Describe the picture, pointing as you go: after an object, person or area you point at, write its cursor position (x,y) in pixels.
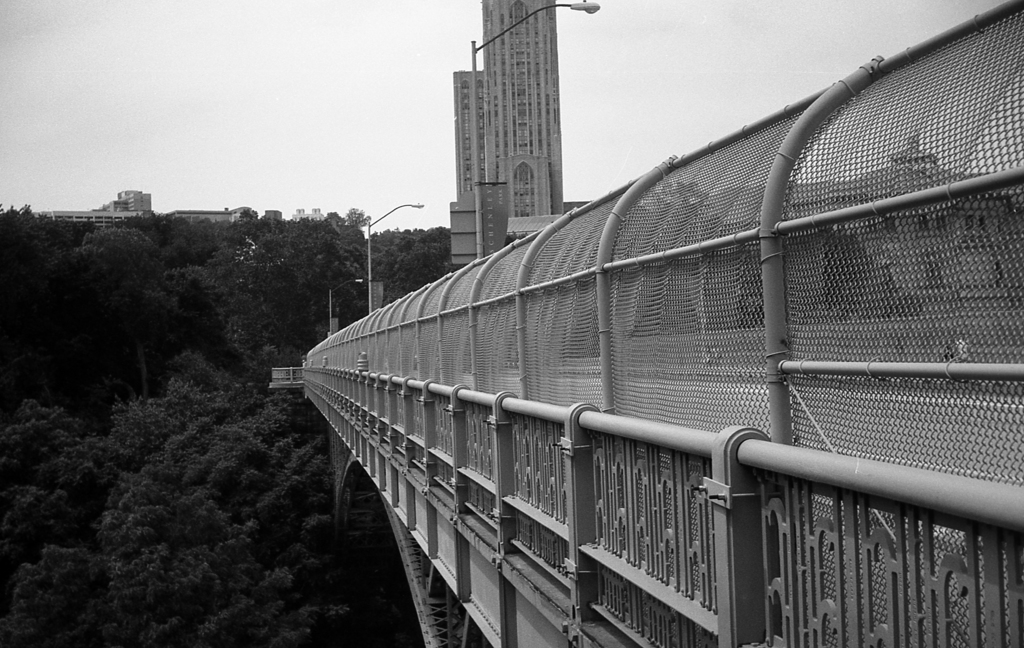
This is a black and white image. In this image, on the right side (833,412), we can see a bridge (705,530) and a metal fence (852,269), metal rod (882,206). On the metal fence (867,251), we can see a building (986,230), trees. On the right side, we can also see a tower (554,95), street light (547,8). On the left side (180,432), we can see some trees (86,420), plants (193,234), buildings (120,206). In the background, we can see some street lights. At the top (315,160), we can see a sky (248,15) which is cloudy.
